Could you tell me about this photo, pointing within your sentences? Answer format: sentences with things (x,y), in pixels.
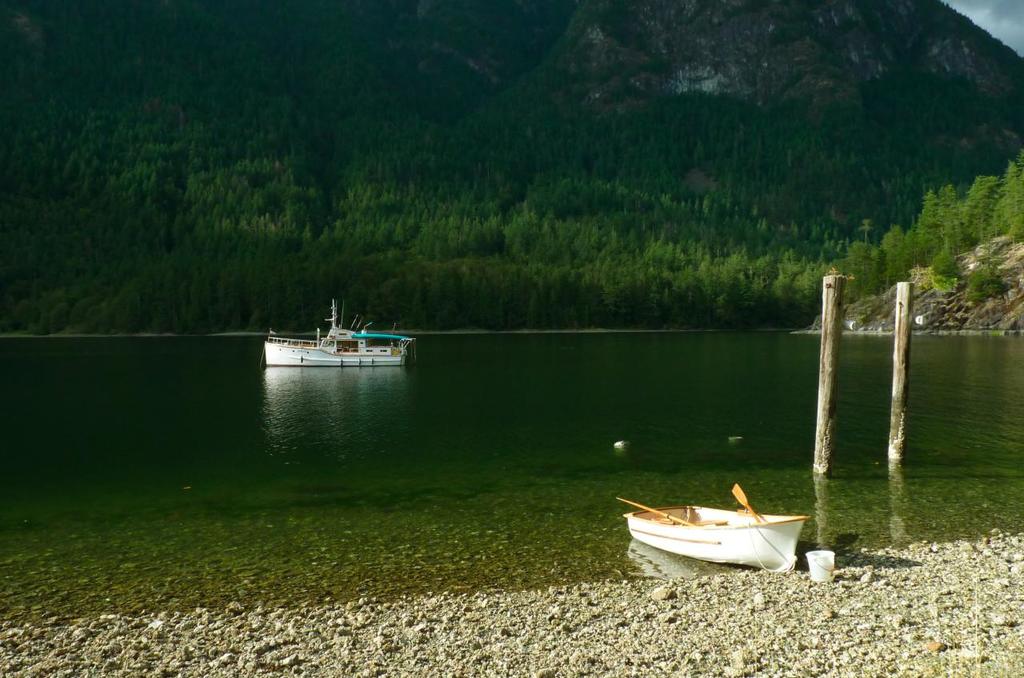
In this picture I can see boats (751,522) on the water (794,410), there is a bucket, there are wooden poles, there are trees (561,150) and a mountain (716,89).
